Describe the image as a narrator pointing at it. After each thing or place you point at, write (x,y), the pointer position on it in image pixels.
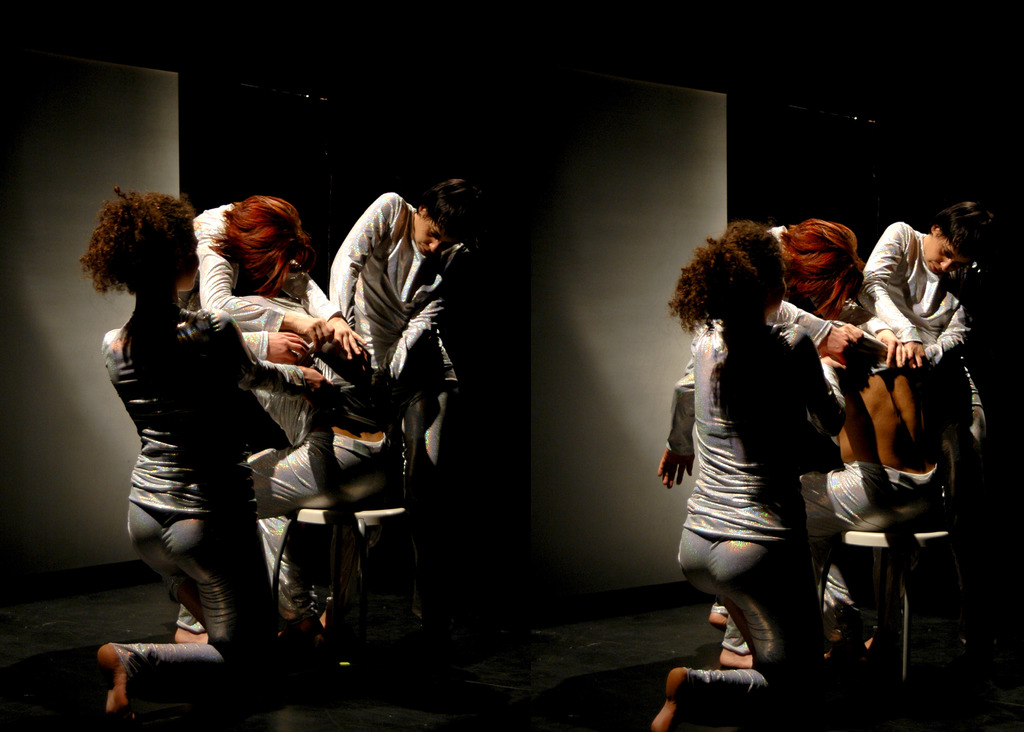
In this image we can see few people (836,391) in a room (620,67) a person (903,468) sitting on the stool (391,509) and a wall (664,177) in the background (657,166).
